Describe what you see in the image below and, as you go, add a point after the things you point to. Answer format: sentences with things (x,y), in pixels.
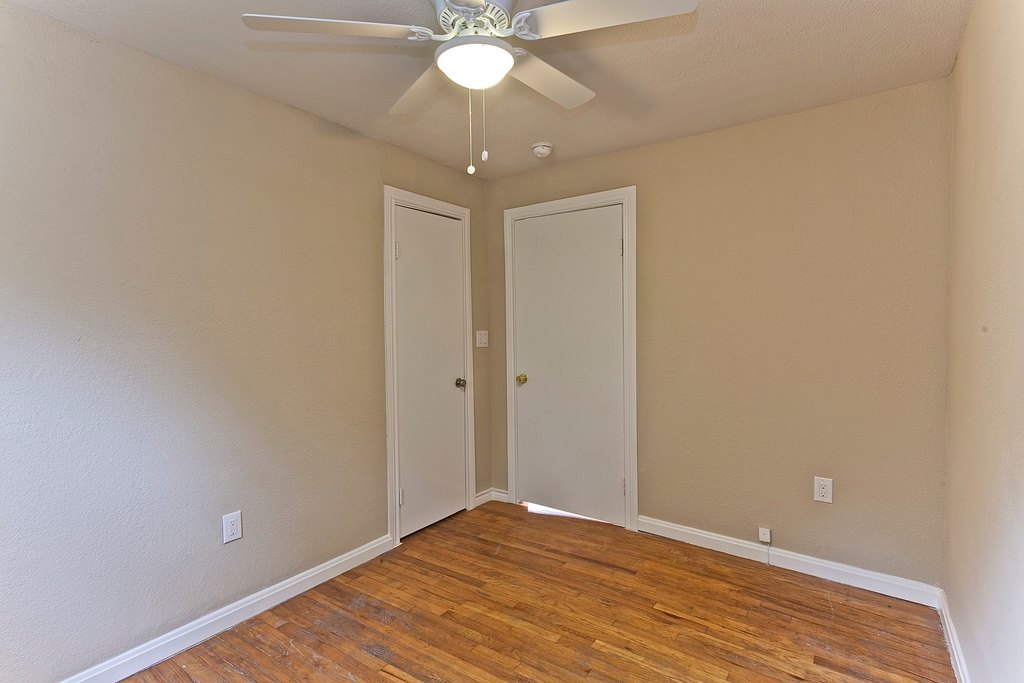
This is the picture of a room (810,297), we can see a brown color floor (517,605), there are two white color doors (559,393), we can see some walls (830,410), at the top (456,61) there is a ceiling fan (505,52).
